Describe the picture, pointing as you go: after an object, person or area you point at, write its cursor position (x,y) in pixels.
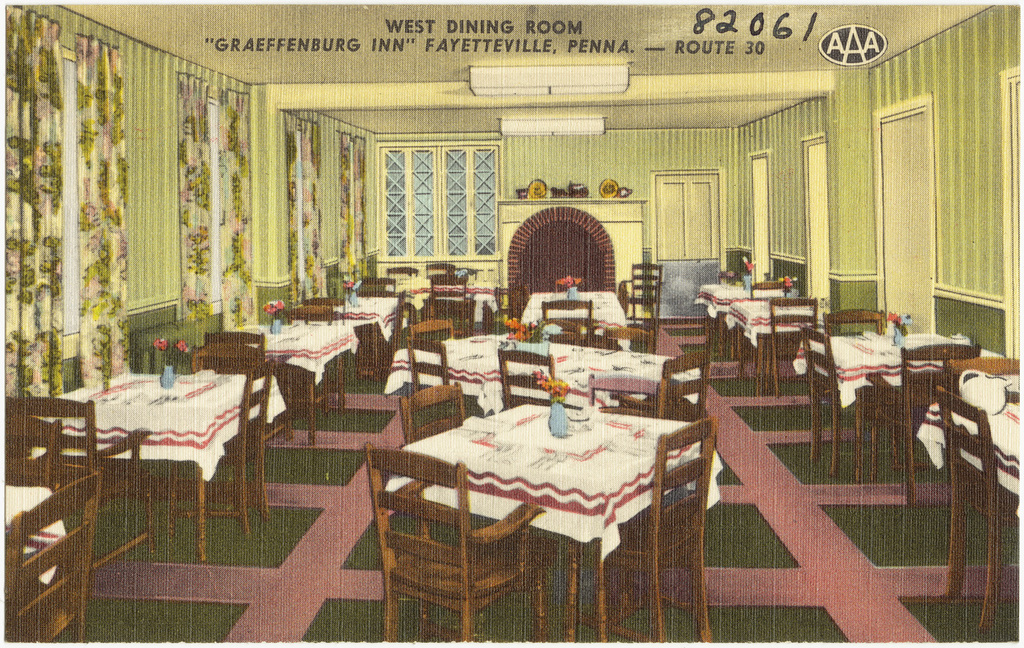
In the picture we can see a animated image of the hall (363,611) with three rows of tables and chairs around it and besides it we can see a wall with curtains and on the other side of the wall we can see doors (684,213) and in the background (644,216) we can see a wall (648,244) with window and some chairs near it and to the ceiling (303,28) we can see light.
